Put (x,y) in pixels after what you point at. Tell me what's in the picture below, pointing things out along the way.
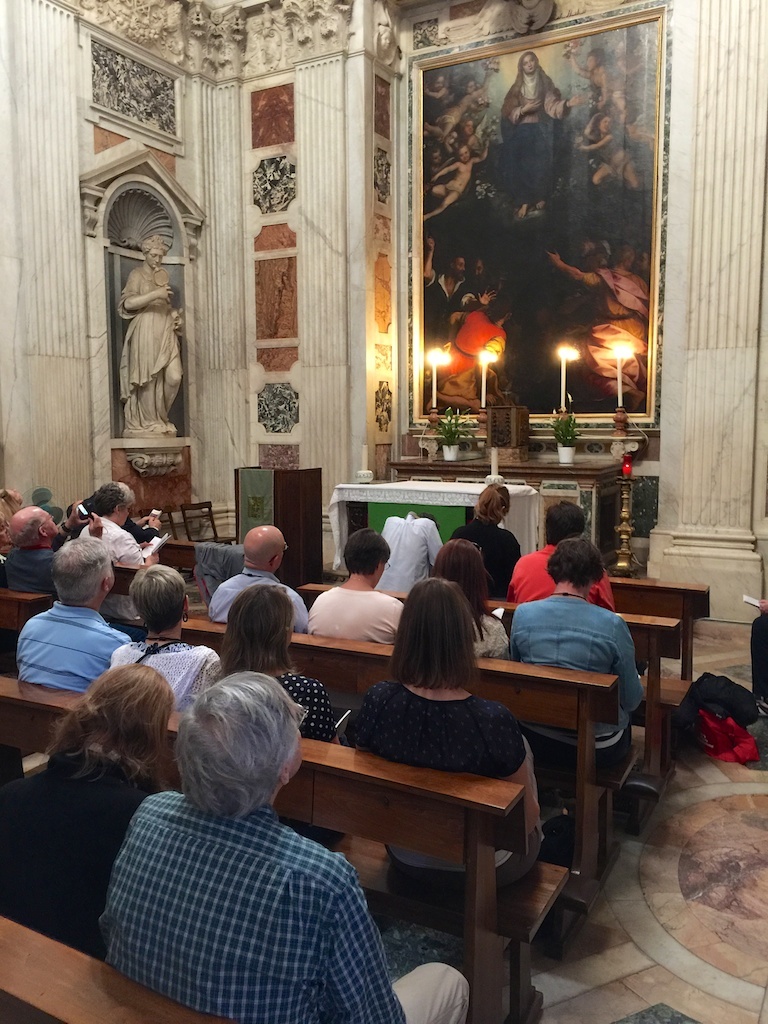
There is a group of people (569,556) sitting on a chair (95,1003) and they are praying. Here we can see a photo frame (640,15) which is fixed to wall (656,395) and these are candles (620,398). Here we can see a statue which is on the left side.
